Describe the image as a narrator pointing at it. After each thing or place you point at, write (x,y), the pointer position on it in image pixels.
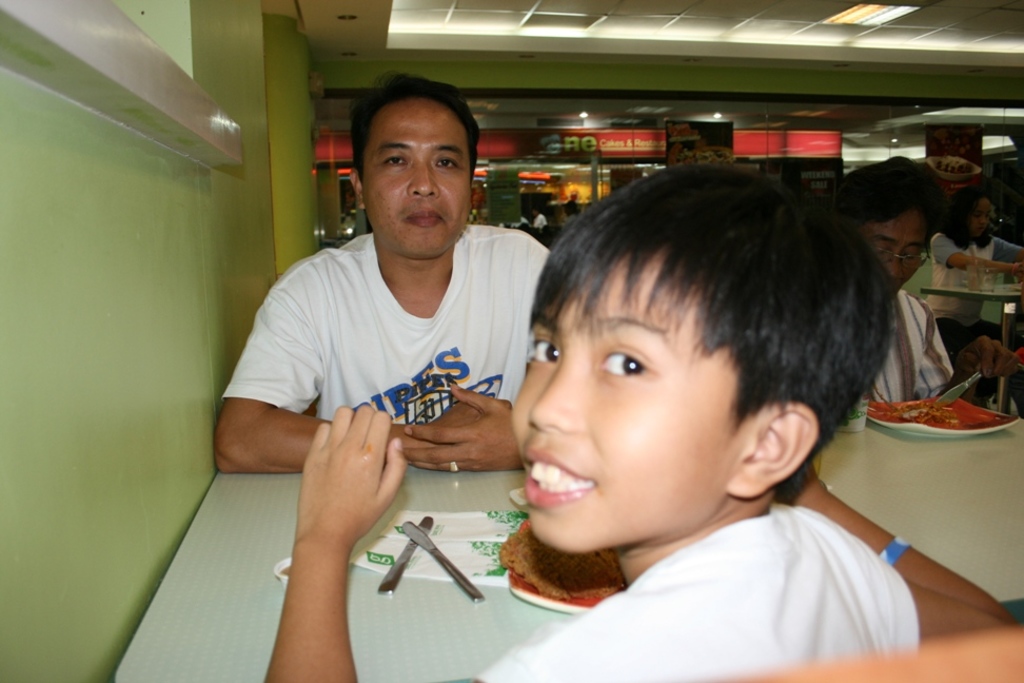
In this picture we can observe a man (405,326) and a boy (647,386) sitting in front of each other in the chairs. We can observe a table (390,627) on which there are knives (426,523), tissues (451,539) and some food (518,562) are placed. In the background (873,225) there are some people (938,244) sitting in the chair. We can observe white color light (482,29) in the ceiling (511,42). On the left (56,289) there is a green color wall (50,297).
